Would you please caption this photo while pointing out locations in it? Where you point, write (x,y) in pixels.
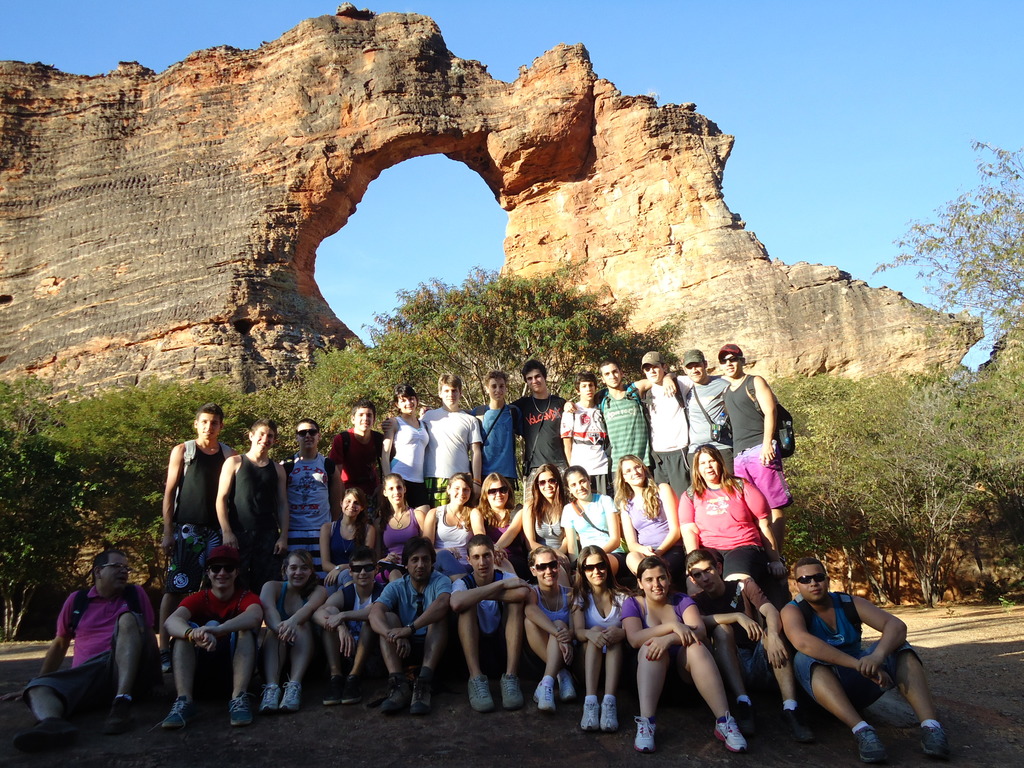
In this image I can see a group of people (470,432) are smiling and giving pose for the picture. Few (548,532) are sitting on the ground (296,740) and few (592,390) are standing. In the background (288,429), I can see the trees (948,455) and a wall (253,152). On the top of the image (832,72) I can see the sky (866,59).
